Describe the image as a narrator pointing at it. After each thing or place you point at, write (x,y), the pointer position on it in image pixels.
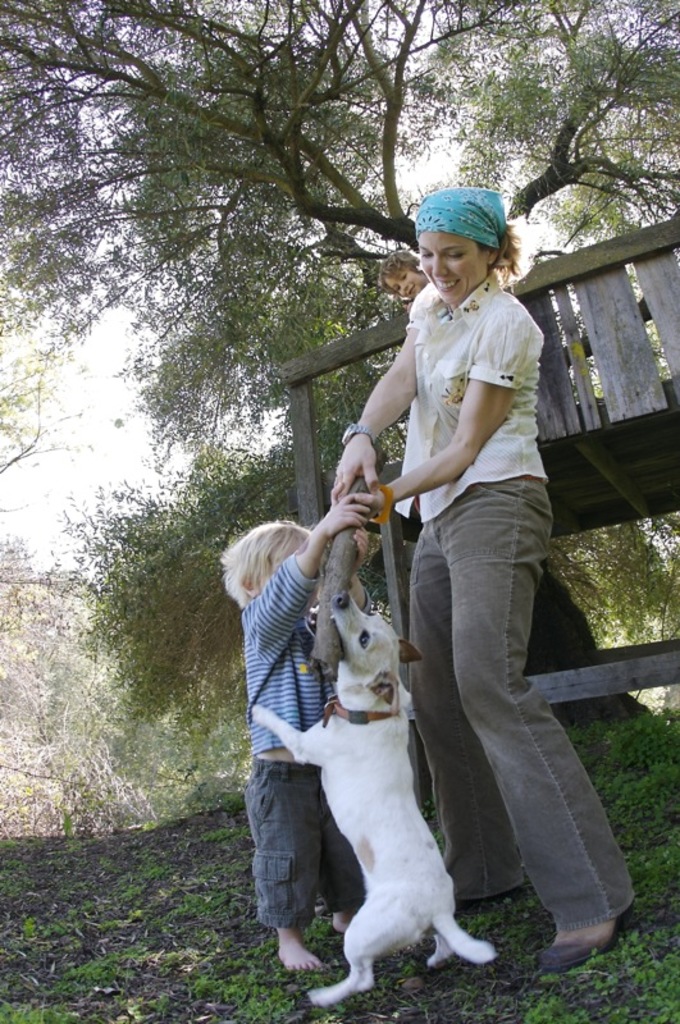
In this image we can see a woman (609,873), kids (279,527), dog (383,618). In the background of the image (348,399) there are trees (195,214). At the bottom of the image (385,987) there is grass (518,982).
